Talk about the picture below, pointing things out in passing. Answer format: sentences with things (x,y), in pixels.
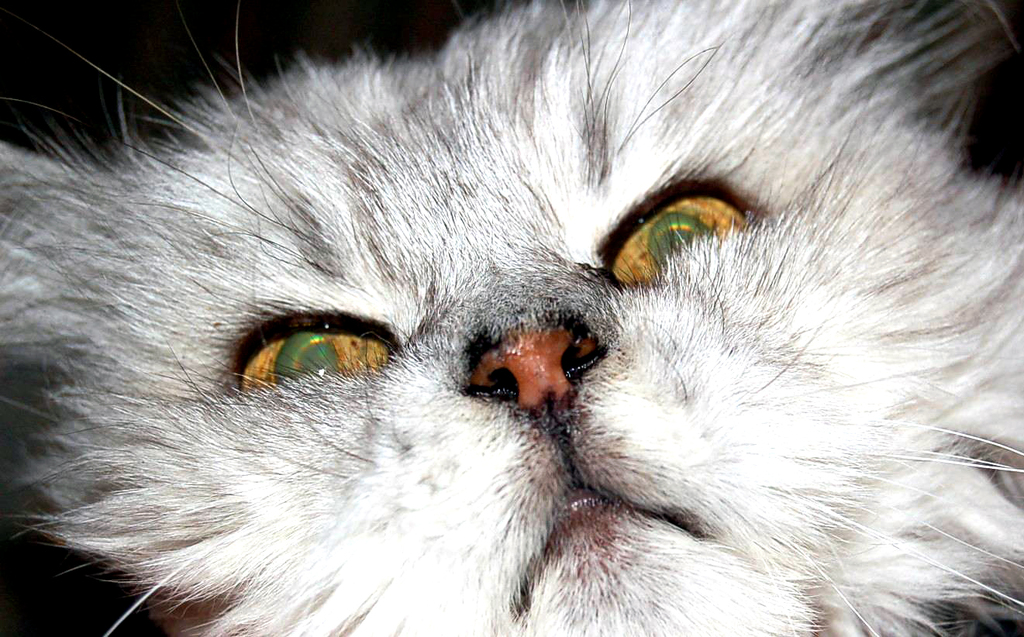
In this image we can see a white color cat (332,68) and the background (205,41) is dark.
